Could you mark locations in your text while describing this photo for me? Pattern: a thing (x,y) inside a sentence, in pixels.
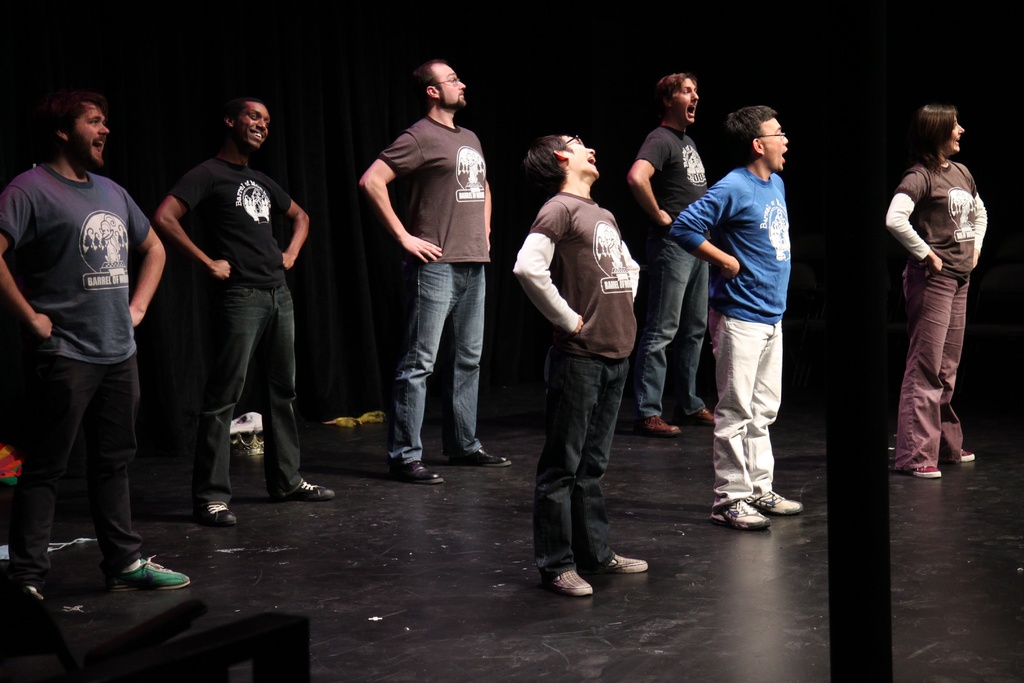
In this image there is a group of persons (468,173) are standing in the middle of this image (601,349). There is a black color curtain (343,288) in the background (486,90). There is one chair (176,663) in the bottom left corner of this image (124,635).
